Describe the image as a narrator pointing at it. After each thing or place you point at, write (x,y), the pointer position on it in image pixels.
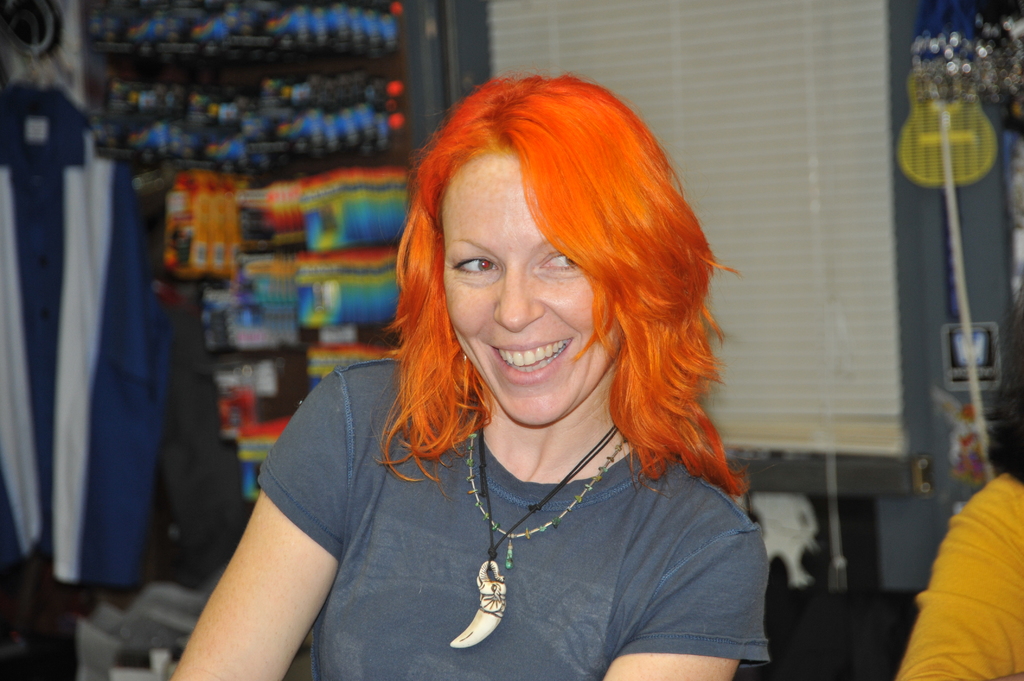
In the center of the image (504,313), we can see a lady (481,526) smiling and wearing a chain (507,549) and a pendant (478,627). In the background (71,161), there are clothes (103,178) hanging and we can see an other person (1004,508) and some objects (257,98) in the shelves (314,96) and some other objects (945,188) and a curtain (837,239).
